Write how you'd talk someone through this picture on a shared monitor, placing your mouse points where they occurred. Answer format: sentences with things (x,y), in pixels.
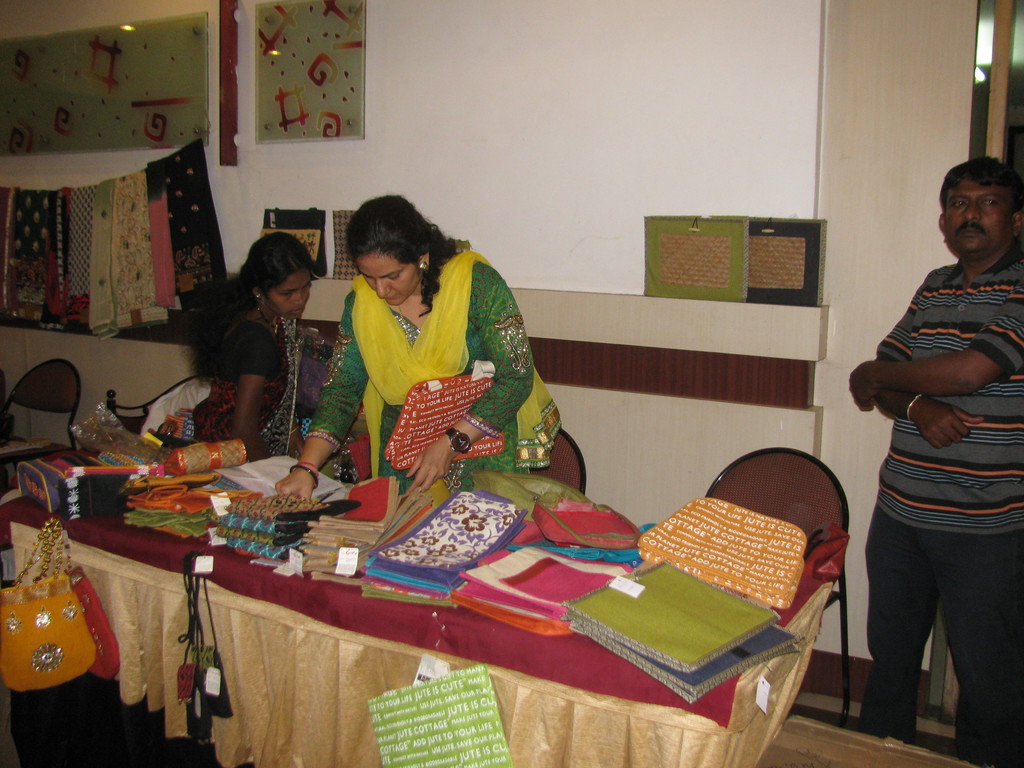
There are two women (386,371) and a man (929,407) at the table (160,620). On the table (150,539) there are sarees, clothes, bags (506,560), beside the table (352,616) there are chairs (821,488). In the background (300,157) there is a wall (477,139), clothes (121,252) and a frame (343,97).
